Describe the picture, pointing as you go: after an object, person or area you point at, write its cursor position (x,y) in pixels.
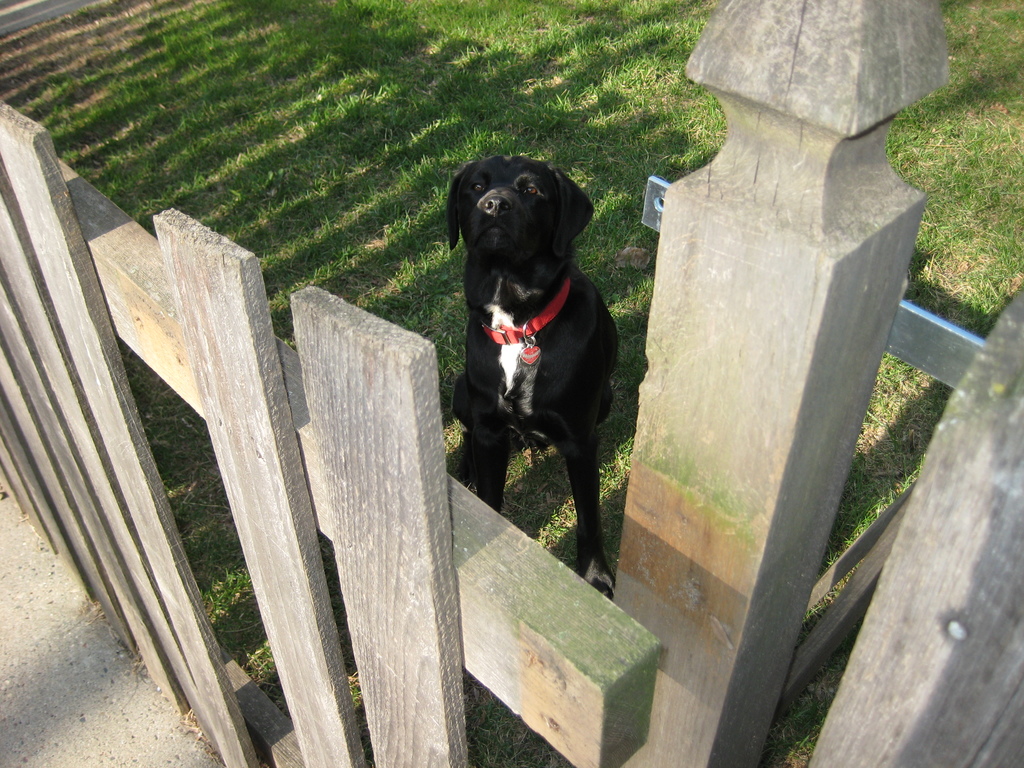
In this image we can see a fencing (433,651). There is a metal object (904,350) is attached to the wooden object (860,343). There is a grassy land (439,294) in the image. There is a dog (517,264) in the image.
